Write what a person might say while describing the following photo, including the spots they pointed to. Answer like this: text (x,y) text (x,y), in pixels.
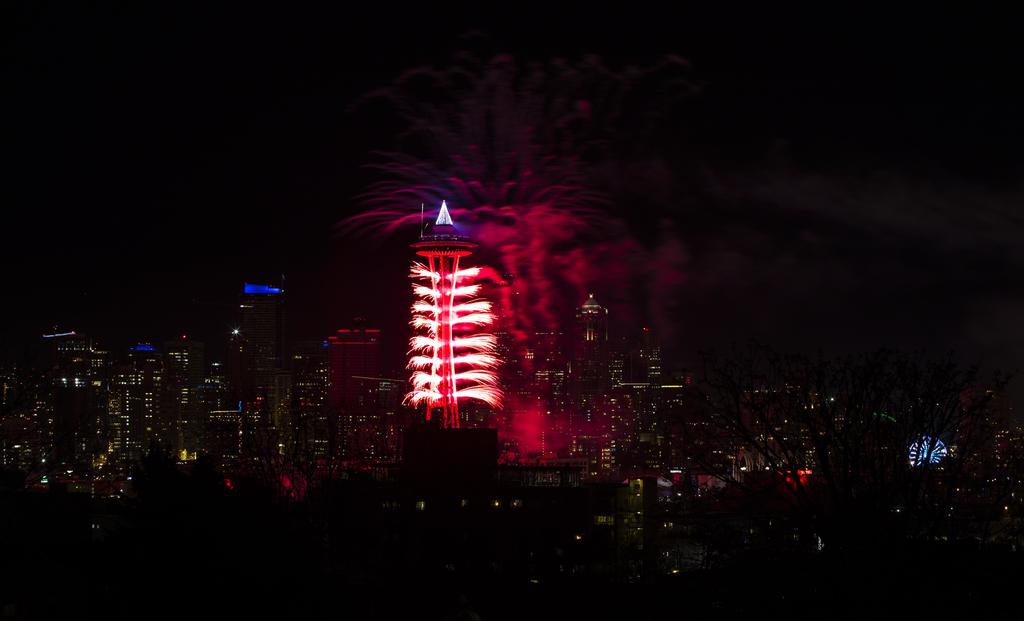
In this image we can see a view of a city (148,427), there are some buildings (383,398), lights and some fireworks (428,314), also we can see the sky (438,116).
